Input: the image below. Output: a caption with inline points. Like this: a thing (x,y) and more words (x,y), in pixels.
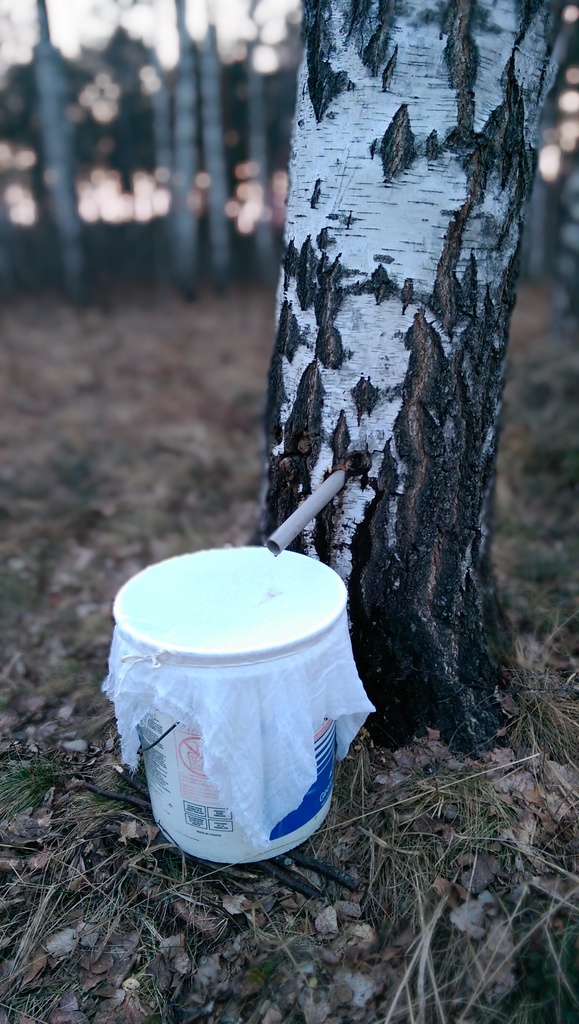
In this image there is a tree trunk (375,269) in the middle (371,372). Beside the tree (367,408) there is a bucket (157,725) which is covered with the cloth (166,675). There is a pipe (280,547) which is fixed to the tree (317,458). In the background (186,139) there are trees (141,156). On the ground (377,866) there are dry sticks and dry leaves (361,929).
